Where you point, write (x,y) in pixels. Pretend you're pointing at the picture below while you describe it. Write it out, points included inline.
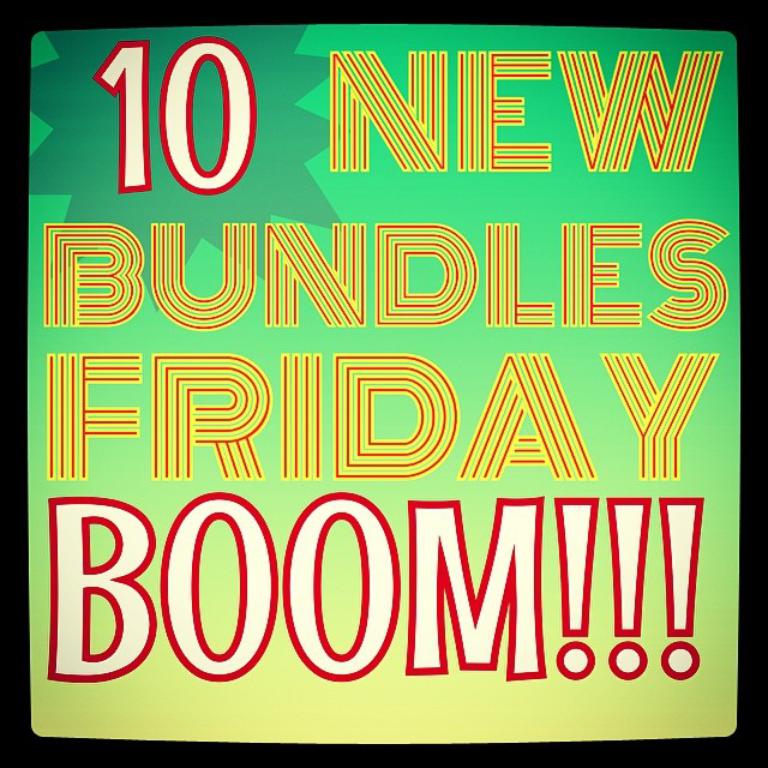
In this picture we can see poster (87,682), in this poster (103,476) we can see some text (73,478).
